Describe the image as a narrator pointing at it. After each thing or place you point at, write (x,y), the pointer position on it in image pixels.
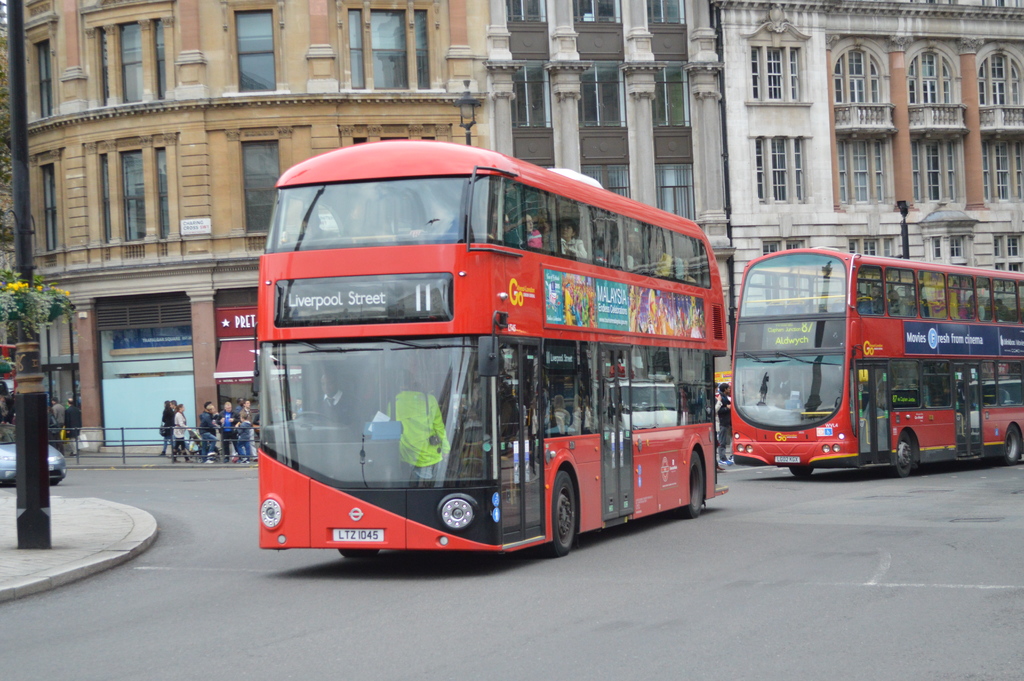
In this image in the center (509,368) there are two buses (509,364), and in the background (72,431) there are some people (249,434) walking. And there is a railing (146,441) and on the left side (34,460) there is a car (3,461), pole (41,477), plants (34,325) and flowers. And in the background (548,125) there are buildings (524,149).
